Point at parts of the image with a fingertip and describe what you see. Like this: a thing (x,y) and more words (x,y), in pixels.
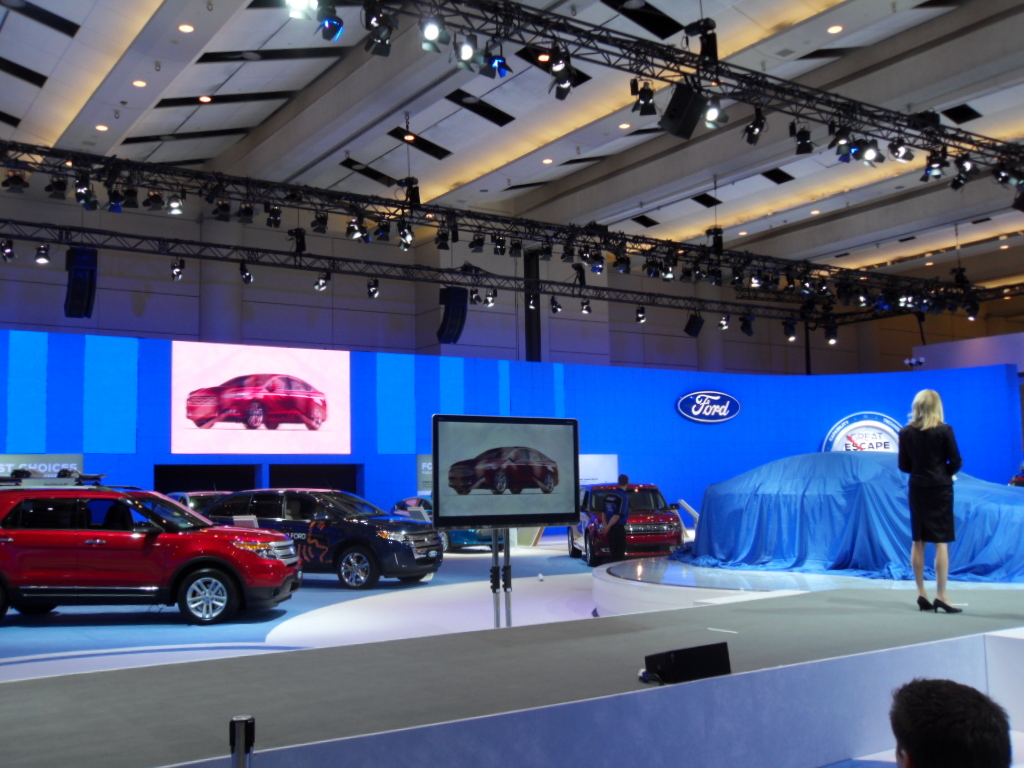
On the right (925,448) there is a woman (928,435) who is wearing black dress (920,460) and she is standing on the stage (798,579). On the stage (1017,607) we can see many cars (590,558). Here we can see blue color cloth (779,551) which is covered on car (801,536). In the background (293,387) we can see television screen (298,417) and company logo (690,410). On the top (364,19) we can see many lights (582,254). On the bottom (718,649) we can see speakers (651,667). On the bottom right corner (937,702) there is a person's head (979,721).
